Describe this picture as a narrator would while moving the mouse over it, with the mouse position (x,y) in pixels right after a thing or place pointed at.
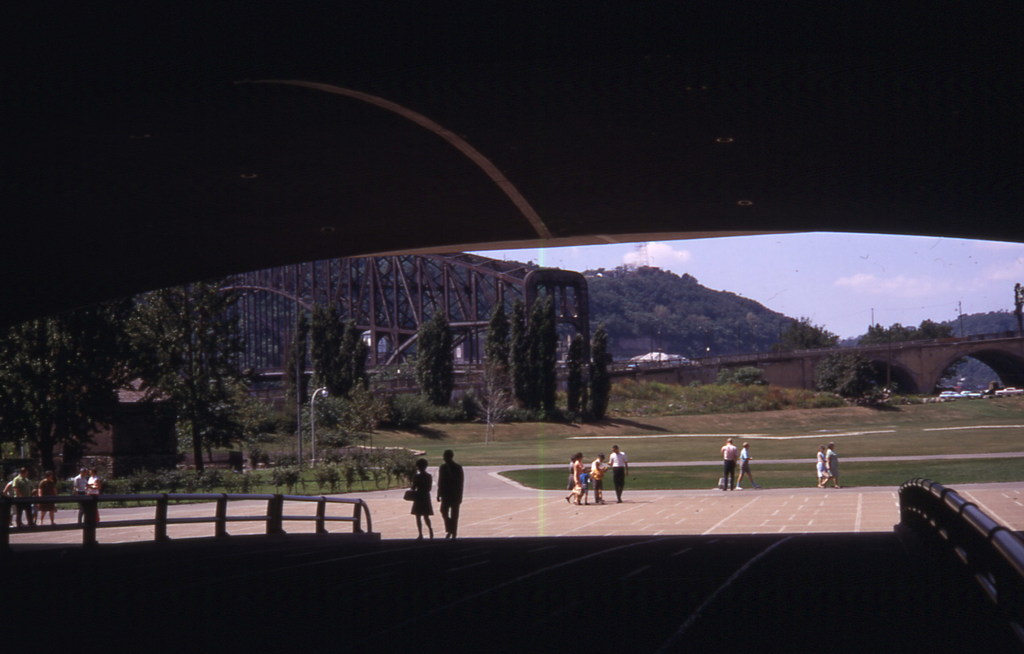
In this image there is the sky (921,255), there are trees (523,382), there are plants (394,463), there is the grass (438,440), there are persons (447,478) walking, there are persons (413,504) holding an object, there is a bridge (949,353) truncated towards the right of the image (981,353), there is an object (955,519) truncated towards the right of the image (1002,556), there is an object (25,531) truncated towards the left of the image (96,512).
